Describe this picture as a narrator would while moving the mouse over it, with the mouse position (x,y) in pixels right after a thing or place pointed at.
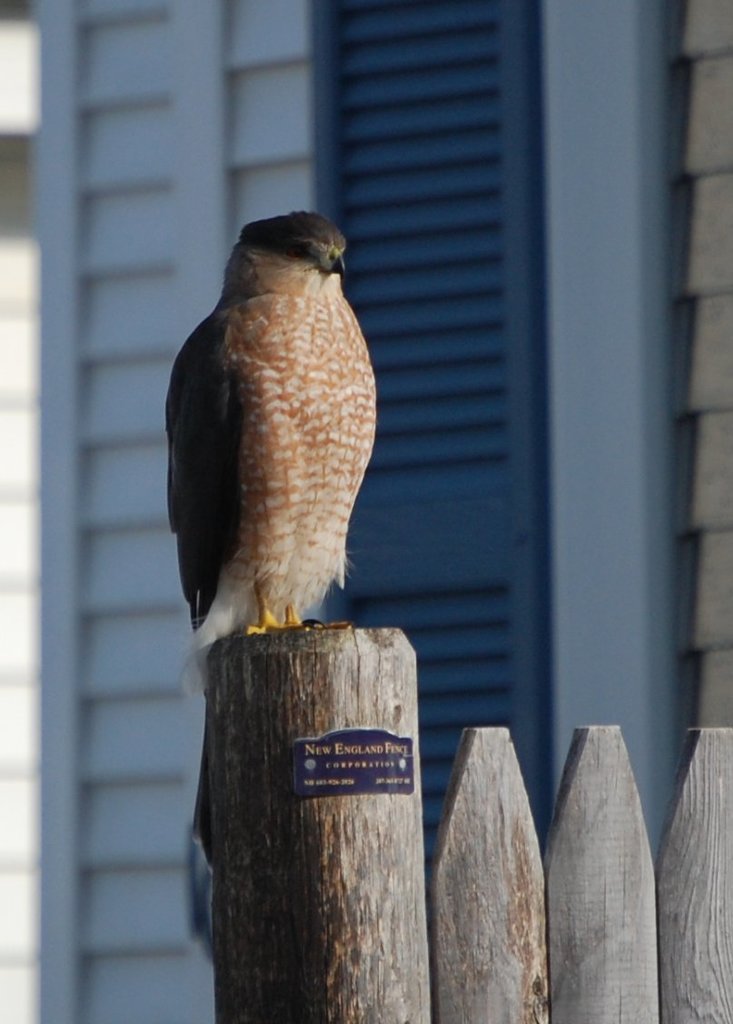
In this image we can see bird (245,442) standing on the wood (238,656). In the background (251,212) there is building (336,177).
